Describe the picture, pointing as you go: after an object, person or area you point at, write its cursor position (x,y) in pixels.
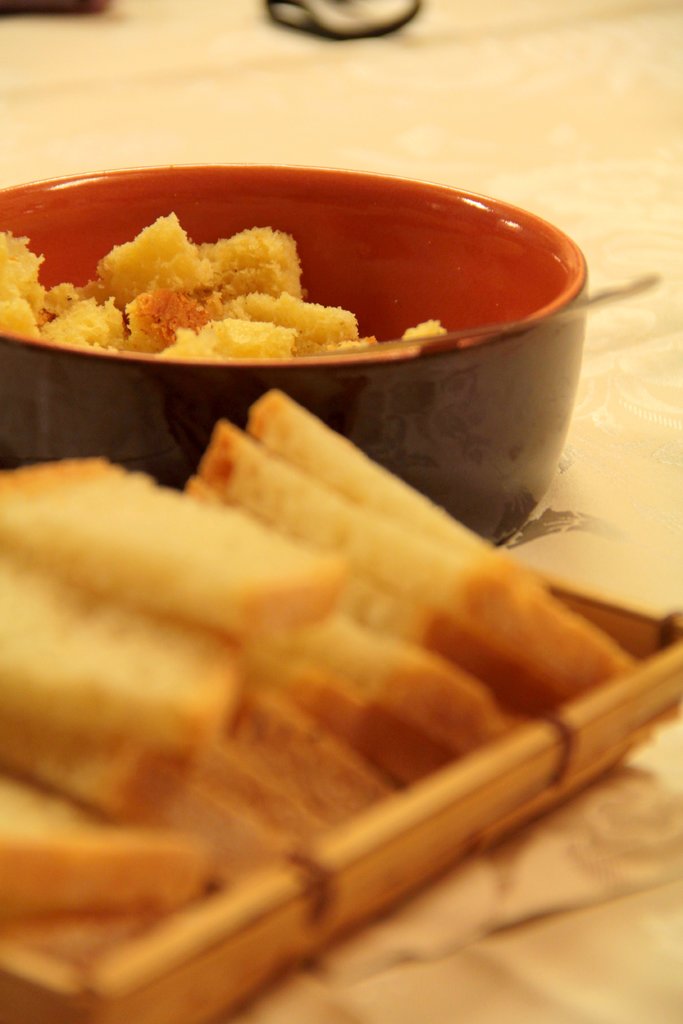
In this picture, we can see a bowl (497,277), tray (339,923) and some food items (247,648) on an object (637,805).
